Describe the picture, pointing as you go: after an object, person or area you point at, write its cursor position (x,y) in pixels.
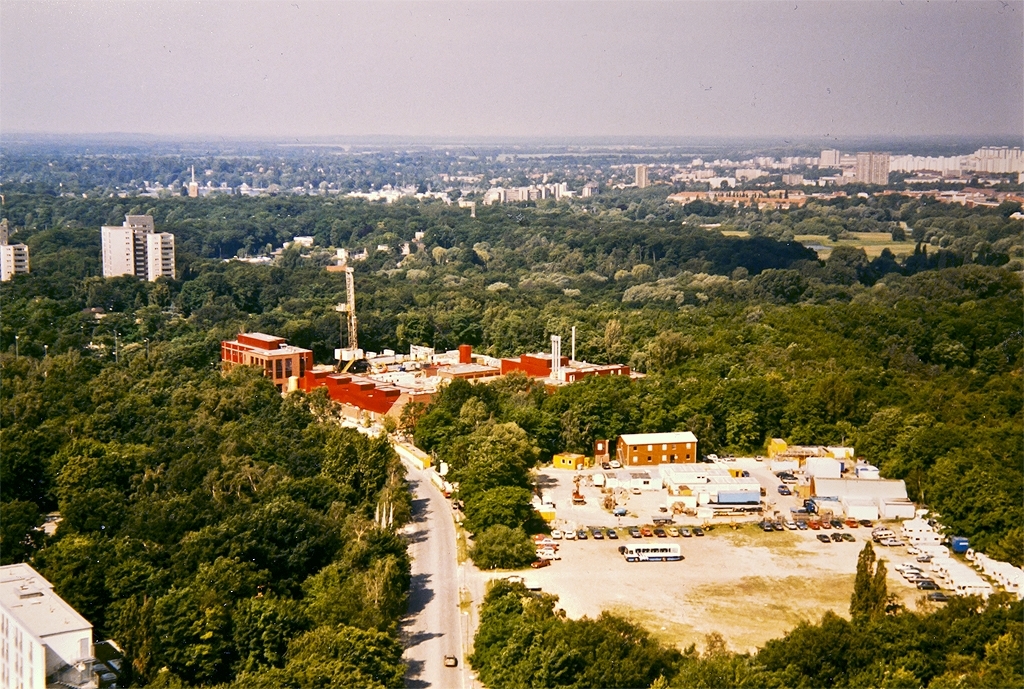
In the image we can see trees (822,316) and buildings (372,362). We can even see there are vehicles (777,523), road (466,566) and the sky (535,72).
